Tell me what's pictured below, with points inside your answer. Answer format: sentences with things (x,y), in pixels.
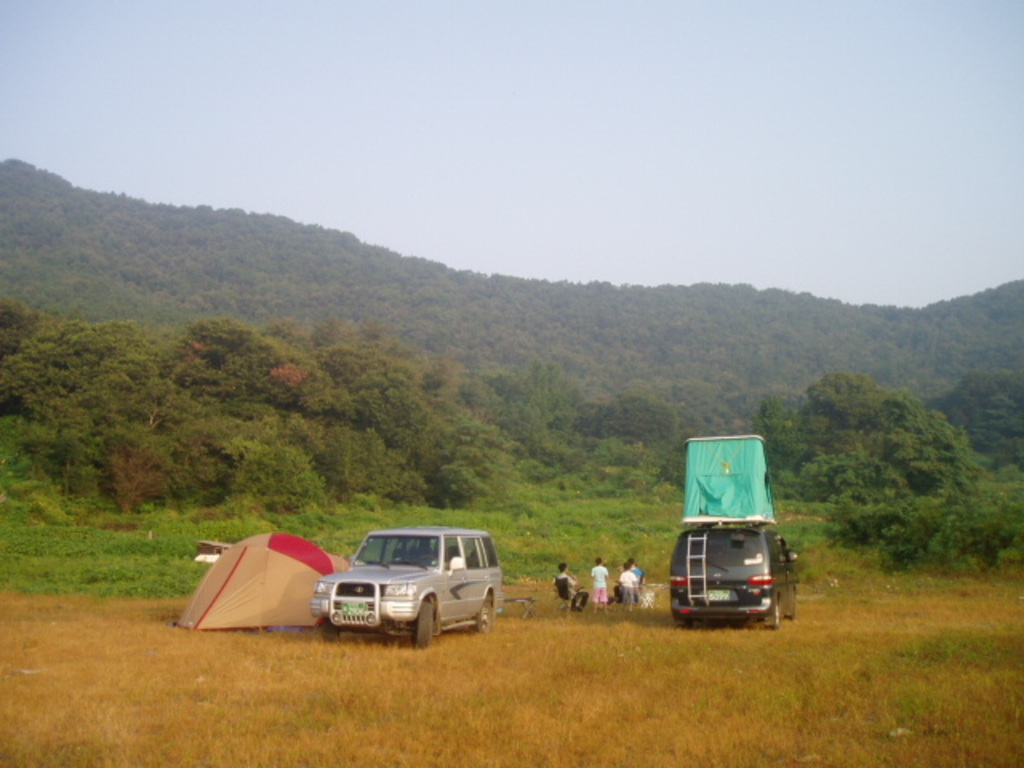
At the bottom of the picture (512,729), we see the grass (652,695). In the middle of the picture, we see two cars (714,597) parked. Beside that, we see a tent (313,557) in light brown and red color. Beside the car (674,611), we see children (621,573) are standing and two people (621,573) are sitting on the chairs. There are trees (647,372) and hills (684,385) in the background (695,340). At the top (582,178), we see the sky (582,169).
